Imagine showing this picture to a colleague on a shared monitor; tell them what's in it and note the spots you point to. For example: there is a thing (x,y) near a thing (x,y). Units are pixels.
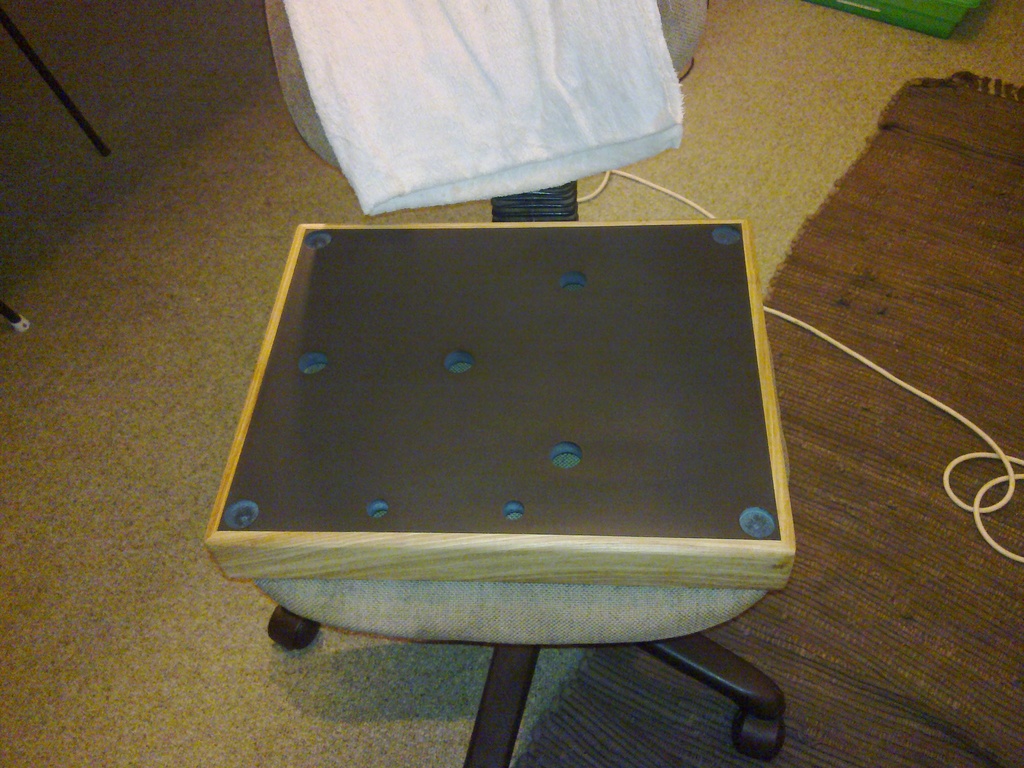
In this picture we can see a chair (278,4), there is a cloth (454,163) and a box (505,339) present on the chair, at the bottom (908,617) we can see a mat (943,553) and a wire (994,481).
